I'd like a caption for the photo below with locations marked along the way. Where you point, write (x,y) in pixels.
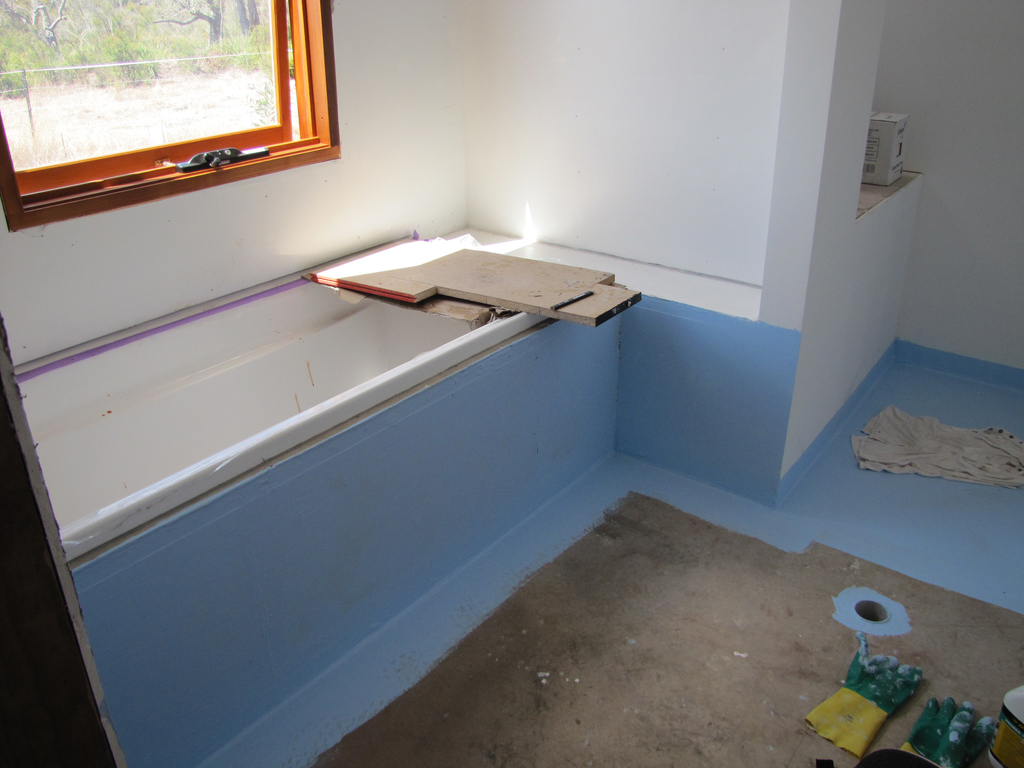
In this image, we can see a bathtub (211,427), boards (386,293), carton box (892,176), wall (872,241), cloth (893,468), gloves (874,723), container (1003,747) and some object (910,763) and floor (643,715). Top of the image (212,80), we can see a glass window (184,85). Through the glass (203,102) we can see the outside view. Here we can see trees (8,81).
